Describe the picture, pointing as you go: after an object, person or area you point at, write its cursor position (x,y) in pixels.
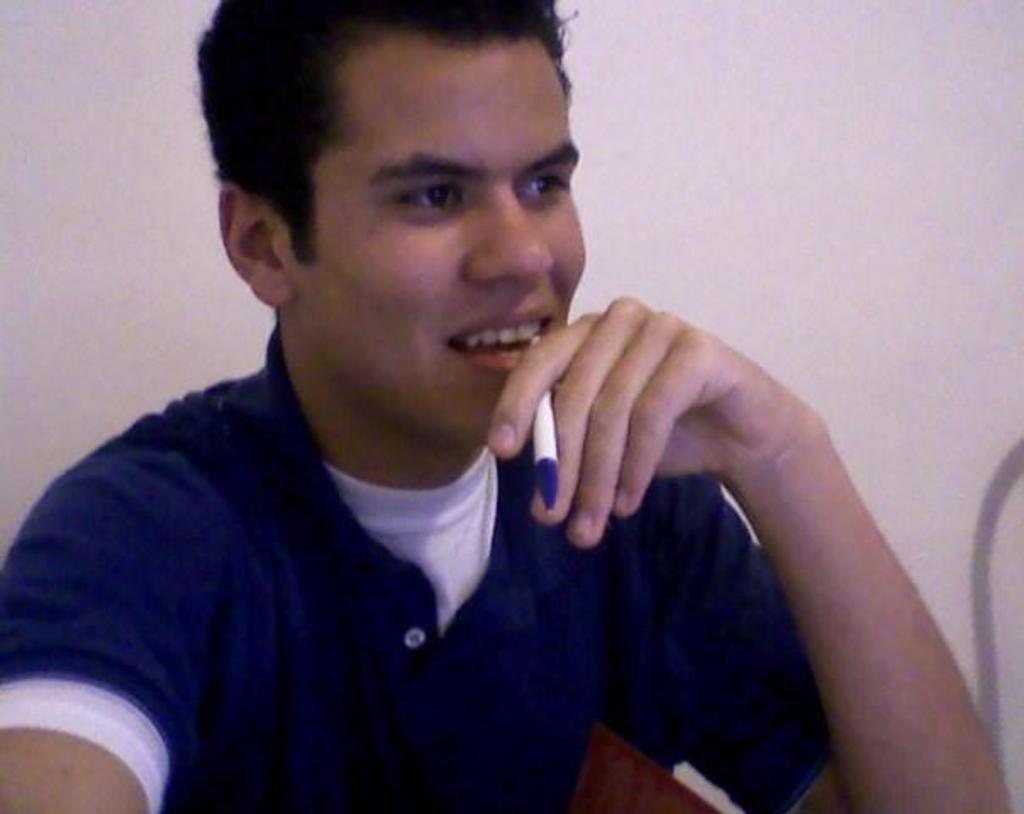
In this picture, there is a man (496,330) holding a pen (555,424). He is wearing a blue t shirt (326,552).
